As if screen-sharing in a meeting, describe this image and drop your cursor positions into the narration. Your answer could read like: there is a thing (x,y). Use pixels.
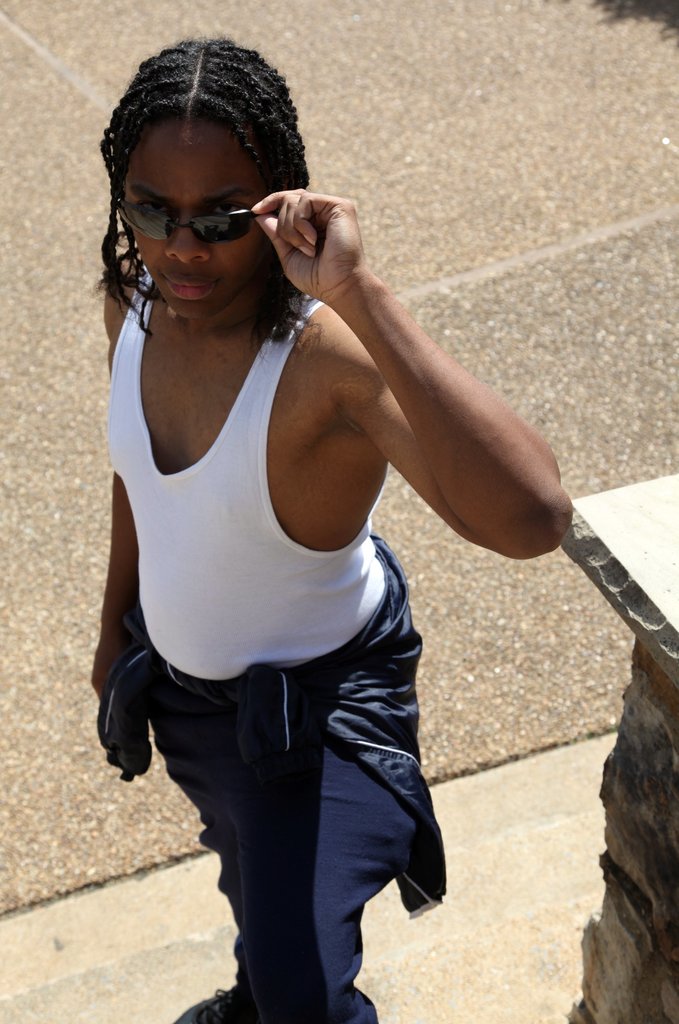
This image consists of a person (279,805) standing. He is wearing shades (226,215). At the bottom (512,788), there is a road (537,763). To the right (623,975), there is a pillar (620,752).
